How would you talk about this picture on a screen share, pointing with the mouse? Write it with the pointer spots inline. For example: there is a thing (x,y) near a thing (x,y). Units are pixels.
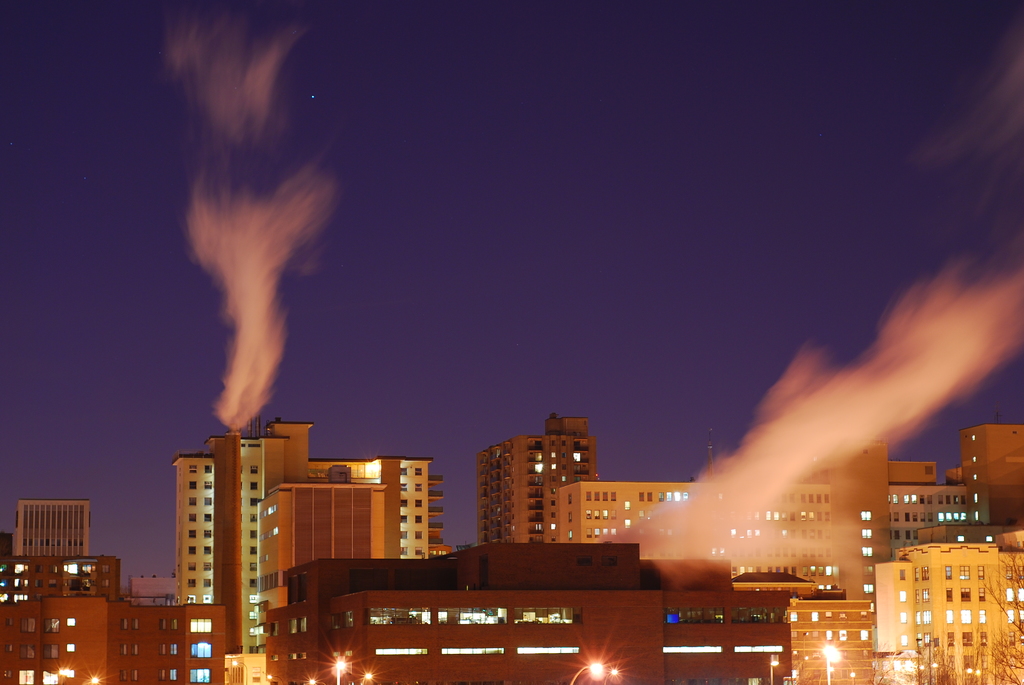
In this image, there is an outside view. There are some buildings (261,557) at the bottom of the image (619,502). In the background of the image (673,194), there is a sky (730,265).
